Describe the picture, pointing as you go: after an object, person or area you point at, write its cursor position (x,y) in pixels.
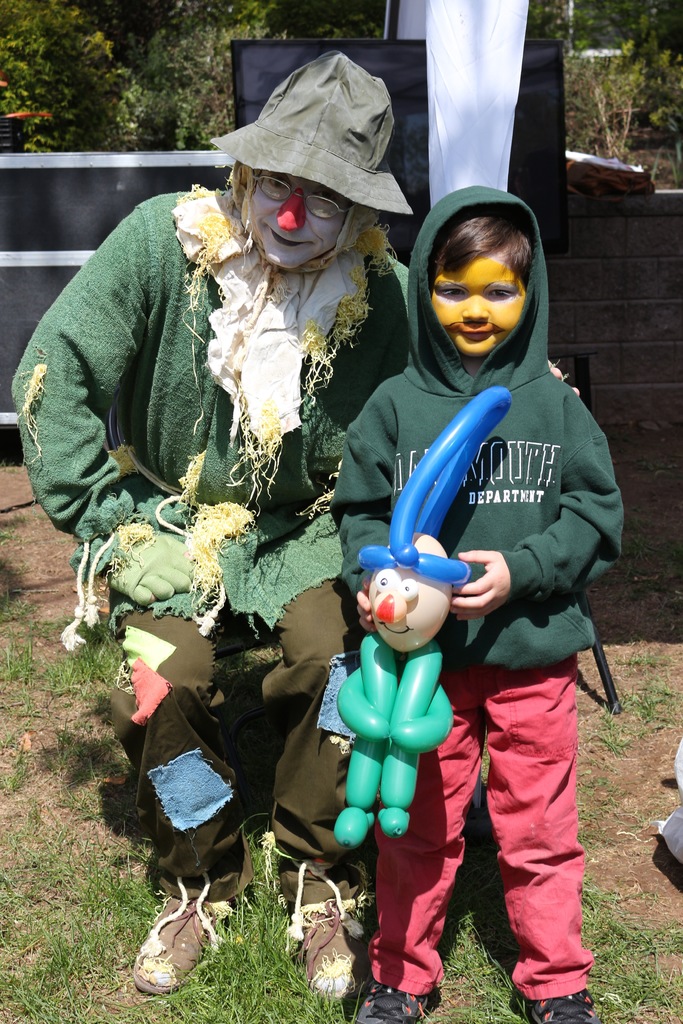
Here we can see a person (316,476) and boy (486,456). This boy (478,464) is holding a balloon (417,565). Painting (452,314) on their faces (279,218). Background (610,234) we can see wall (604,240), screen (541,153) and plants (204,35). This is grass (244,938).
